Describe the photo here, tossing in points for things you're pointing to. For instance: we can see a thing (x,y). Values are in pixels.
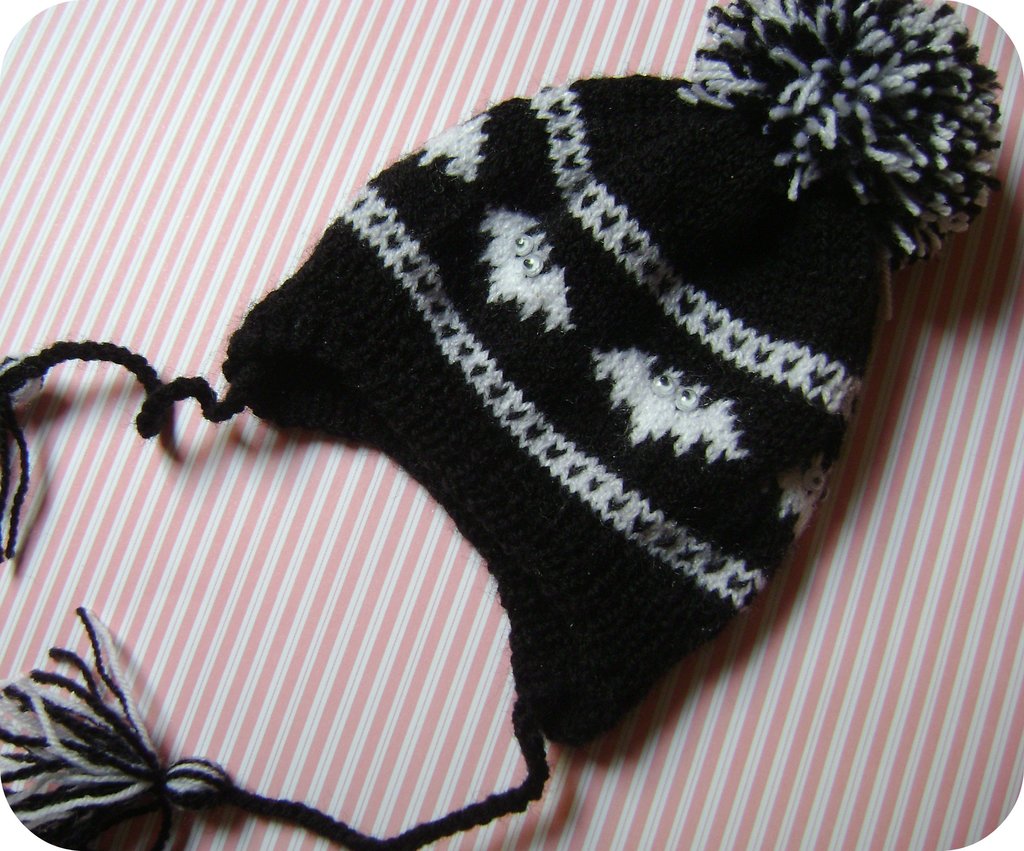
In this image, we can see a winter woolen hat (538,501) on the table (657,712).
